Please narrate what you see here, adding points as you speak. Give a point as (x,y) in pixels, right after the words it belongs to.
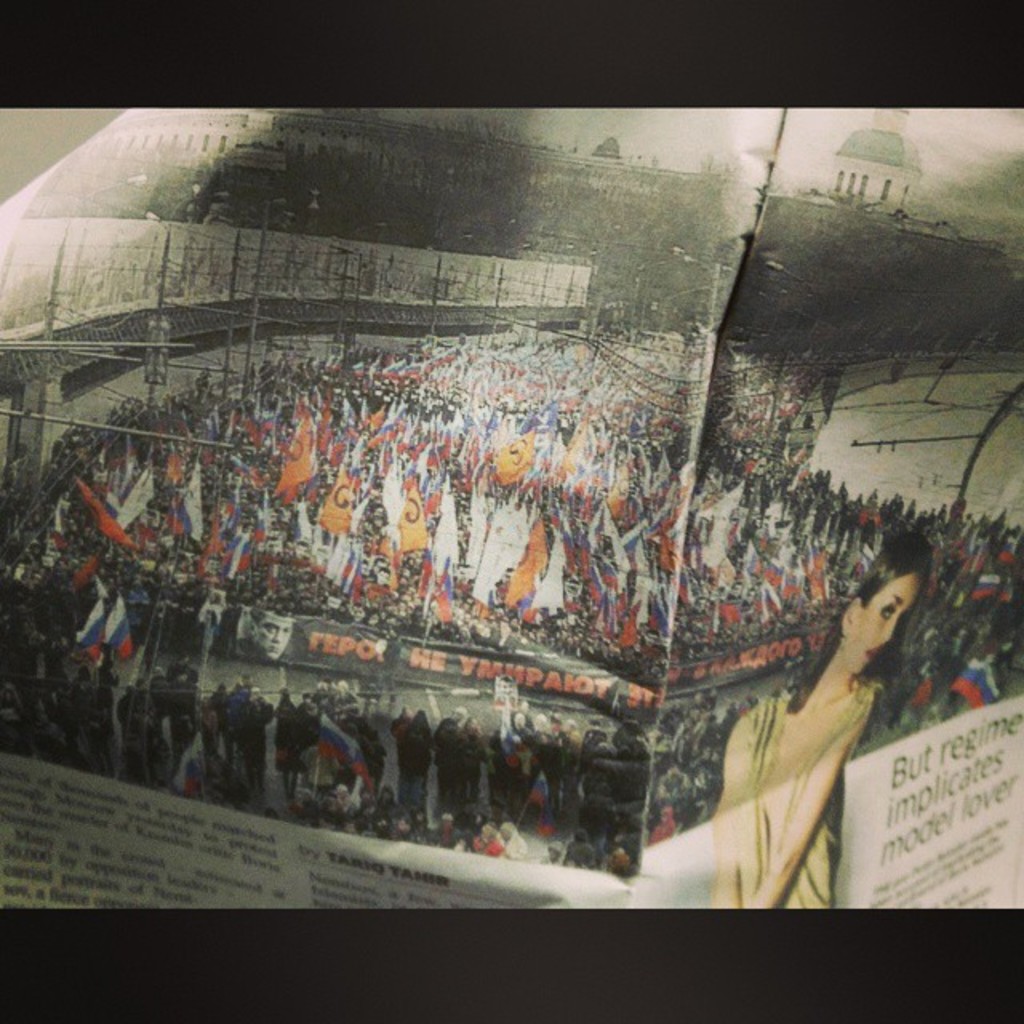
In this image I see the paper (473,434) on which I see number of people (974,613) and I see number of flags (507,471) which are colorful and I see something is written and I see number of poles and I see the buildings (866,171).
